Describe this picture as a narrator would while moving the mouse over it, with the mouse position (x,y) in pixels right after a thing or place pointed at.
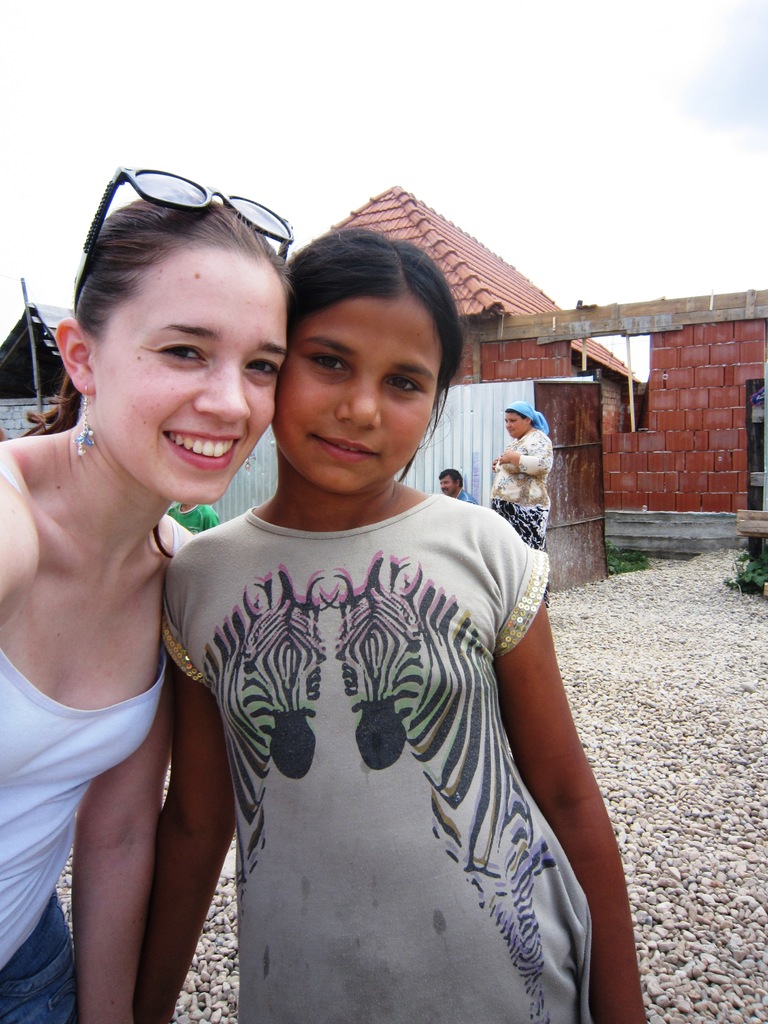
In this image we can see a few people (358,780), there are some stones (661,832), houses (659,548), grass (623,556) and the wall (674,502), in the background (481,29), we can see the sky (407,50).
